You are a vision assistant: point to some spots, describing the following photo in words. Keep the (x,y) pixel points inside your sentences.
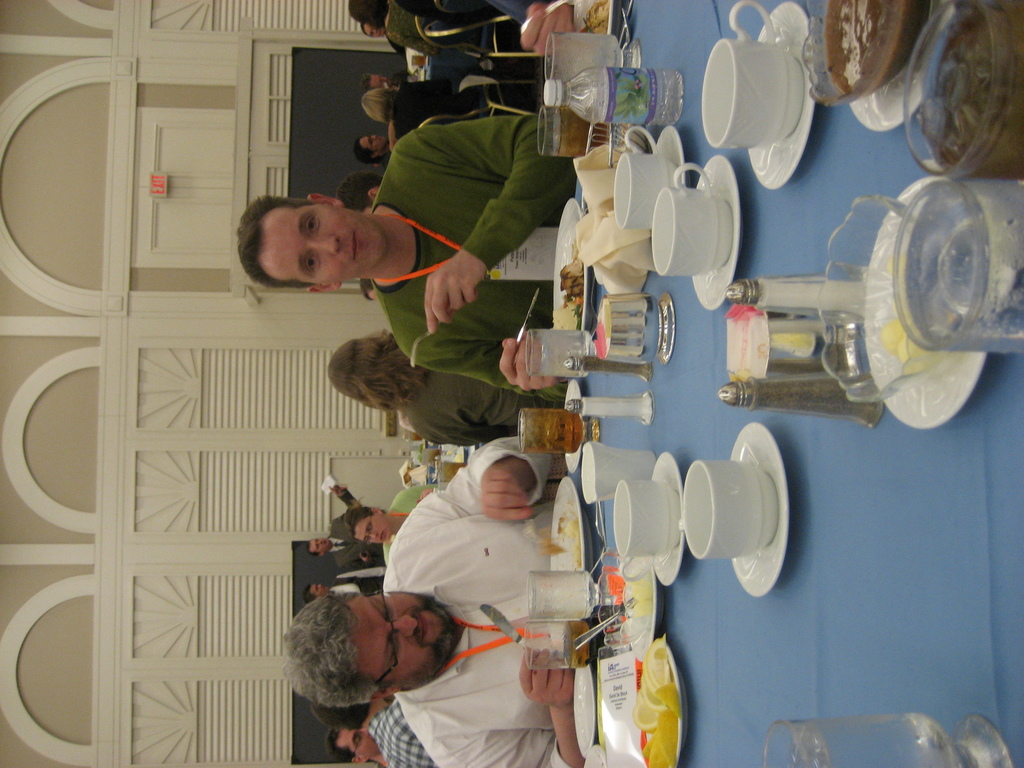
There is a table (835,555) on which there are cups (665,522), saucers (872,123), bottle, bowls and food items (665,744). 2 people (472,141) are sitting wearing white shirt (477,732), green shirt (520,214) and id cards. Behind them there are other people (397,416).
